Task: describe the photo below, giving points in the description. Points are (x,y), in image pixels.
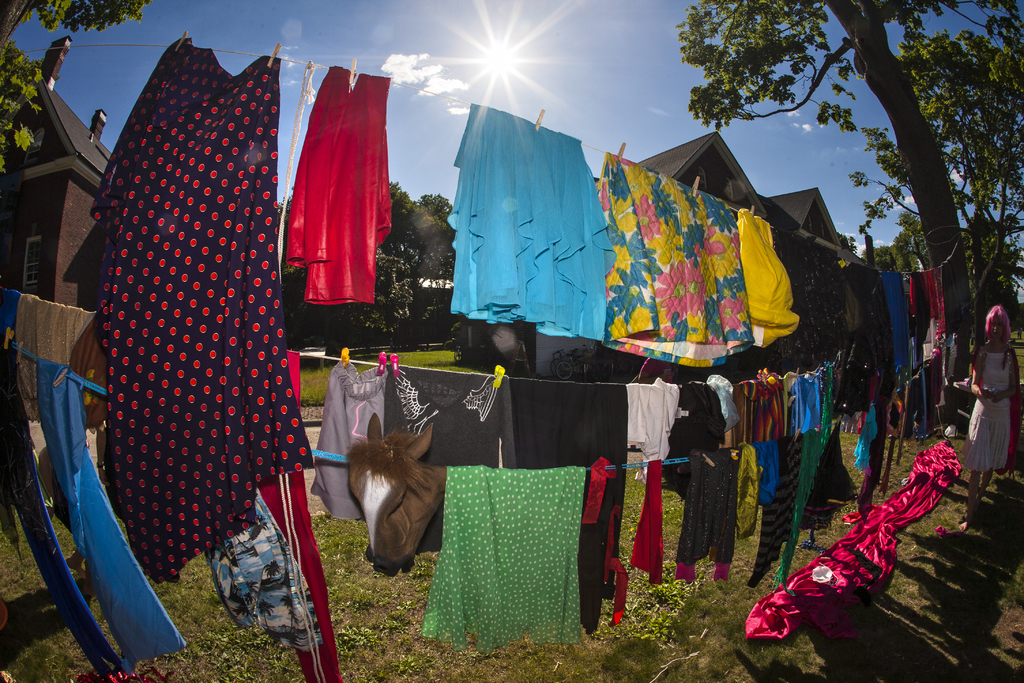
In this picture, we see many clothes (527,312) are hanging on the rope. These clothes (514,254) are in different colors. At the bottom (688,615), we see the grass (710,614). On the right side (1008,322), we see the woman (980,401) in white dress (993,443) is standing. Behind her, there are trees (905,266). There are trees (410,293) and a building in the background (397,194). On the left side (59,151), we see a building (55,164) in brown color. At the top (562,66), we see the sky (480,68) and the sun (488,45).
